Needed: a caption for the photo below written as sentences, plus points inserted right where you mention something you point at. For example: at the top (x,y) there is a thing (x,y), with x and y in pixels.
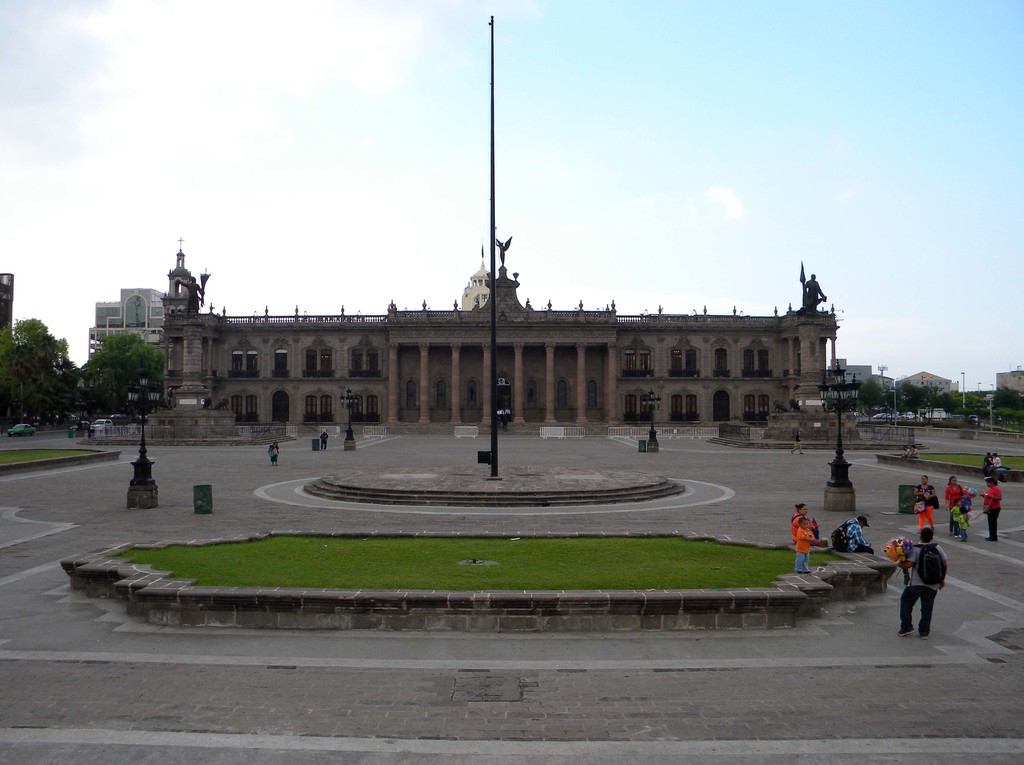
In this picture there are group of people (963,495) standing and there are two people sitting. In the foreground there is a pole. At the back (951,424) there are buildings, trees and poles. At the top (522,124) there is sky (624,289) and there are clouds (20,15). At the bottom (612,734) there is a pavement (62,532) and there is grass (441,585) and there are sculptures (504,255) on the top of the building (326,352).
